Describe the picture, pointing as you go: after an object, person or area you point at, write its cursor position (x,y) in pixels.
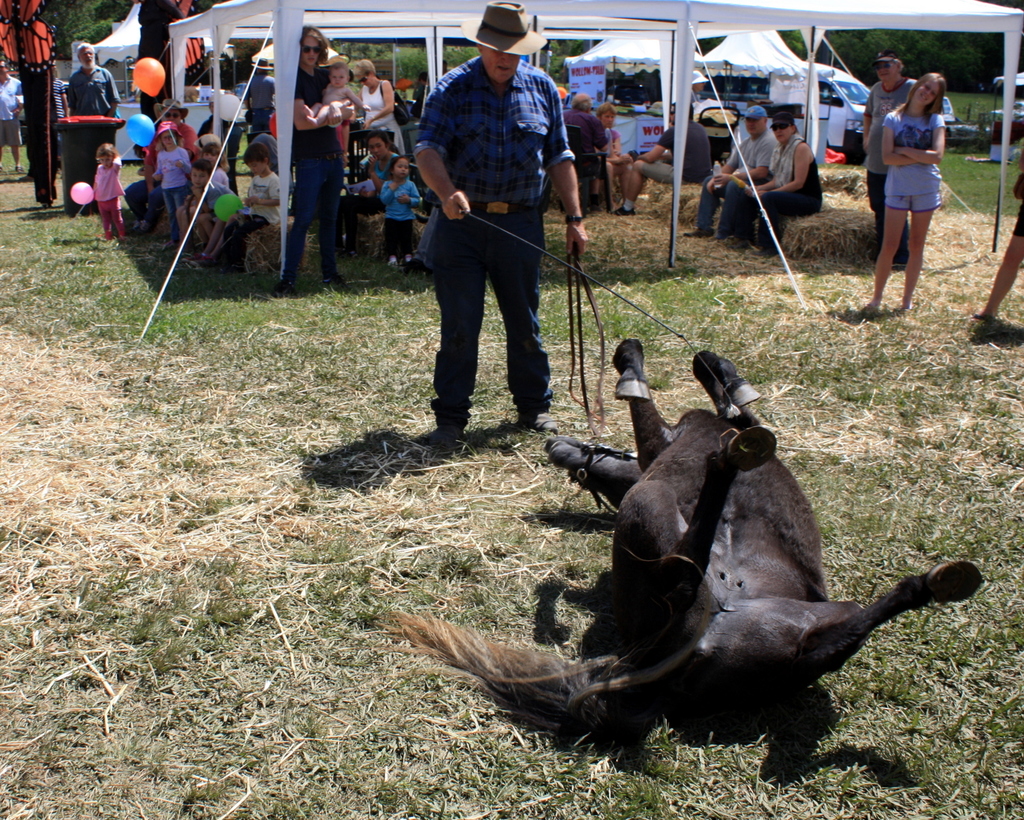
In the image a person (539,135) is performing some action with the horse (634,412), there is a rope (597,415) tied to the horse (725,603) and laid on the grass (414,524) and behind the man (531,99) there are many other people (741,175) who are watching the action and in the background (634,37) there are few tents (706,69) and a vehicle (784,96) beside the tents (758,46).
